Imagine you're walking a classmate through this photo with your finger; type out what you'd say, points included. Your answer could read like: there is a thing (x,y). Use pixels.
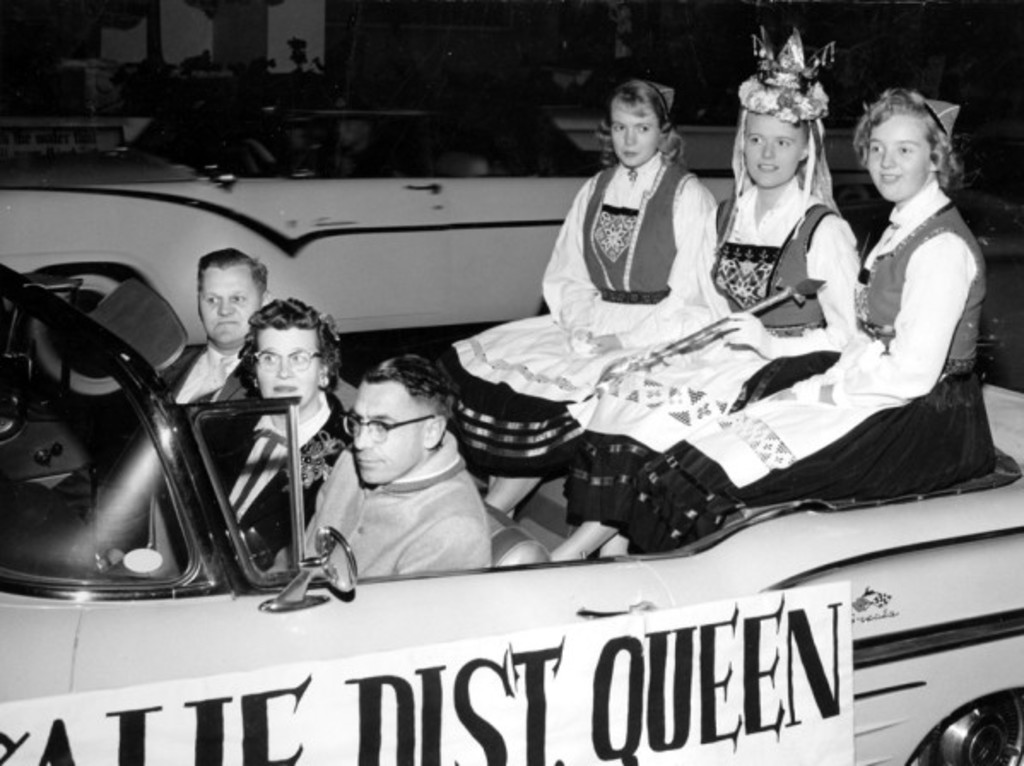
There are group of people (953,248) sitting on the car (917,620) and riding and there is a poster (382,738) stick on car (45,572) showing the dist queen (645,739).
